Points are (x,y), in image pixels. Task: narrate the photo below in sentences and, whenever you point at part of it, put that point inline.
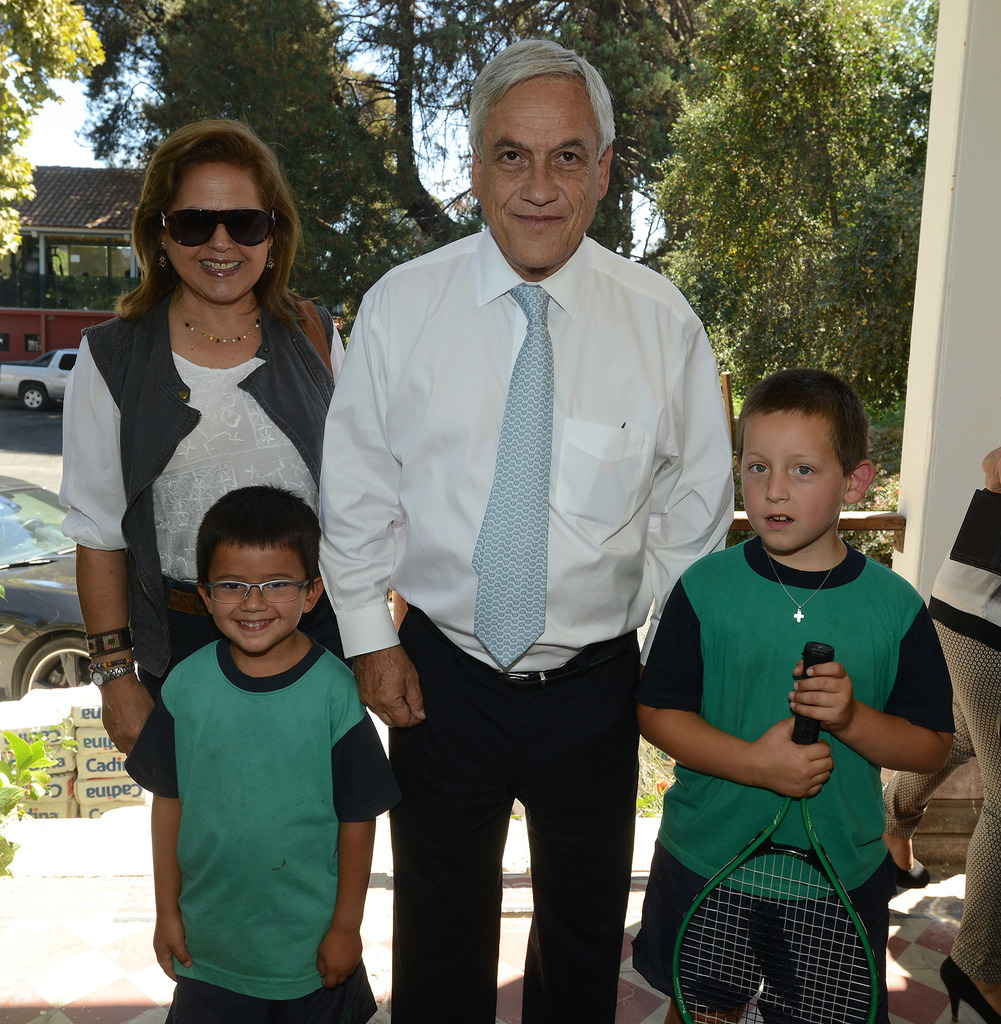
In this image few people (631,417) are standing. Most of them are smiling. There are two kids (753,788) in the image. the kid (756,615) on the right (787,853) is holding a racket (808,863). In the background (687,79) there are building (88,242), trees (255,97), road (35,472), cars (46,575).
